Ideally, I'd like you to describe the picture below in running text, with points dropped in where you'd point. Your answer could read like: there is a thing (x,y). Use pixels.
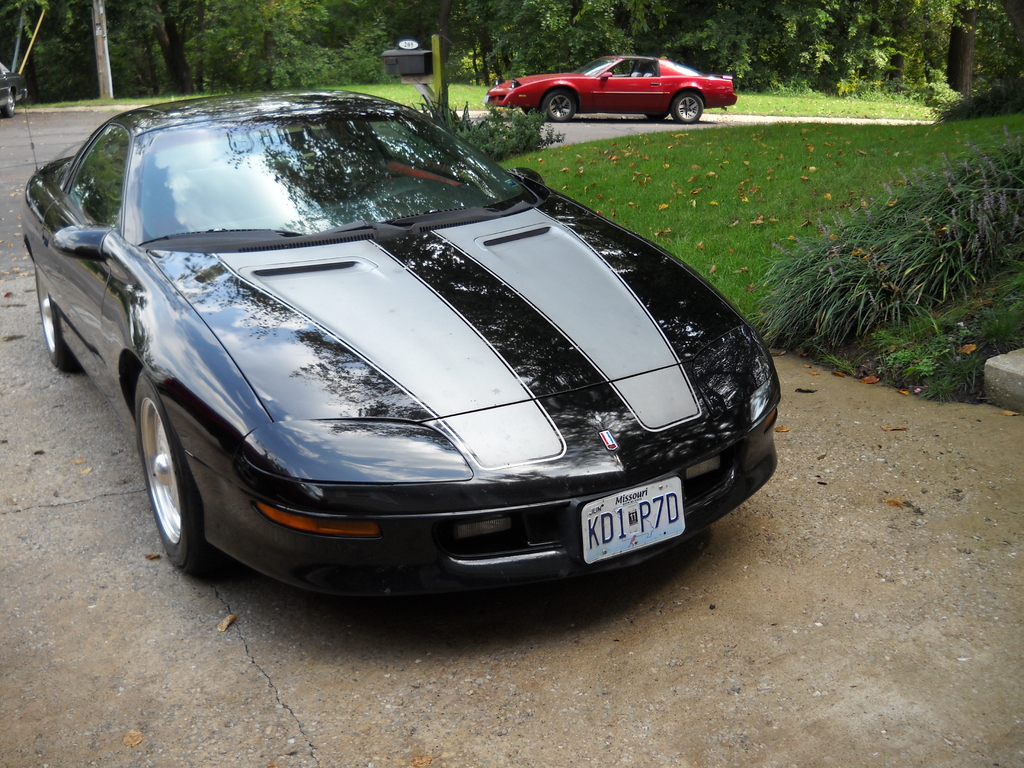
In this image we can see there are few vehicles (346,130) are parked on the ground (308,714). On the right side of the image (782,230) there is a grass (713,185). In the background (167,45) there are trees (331,44).
